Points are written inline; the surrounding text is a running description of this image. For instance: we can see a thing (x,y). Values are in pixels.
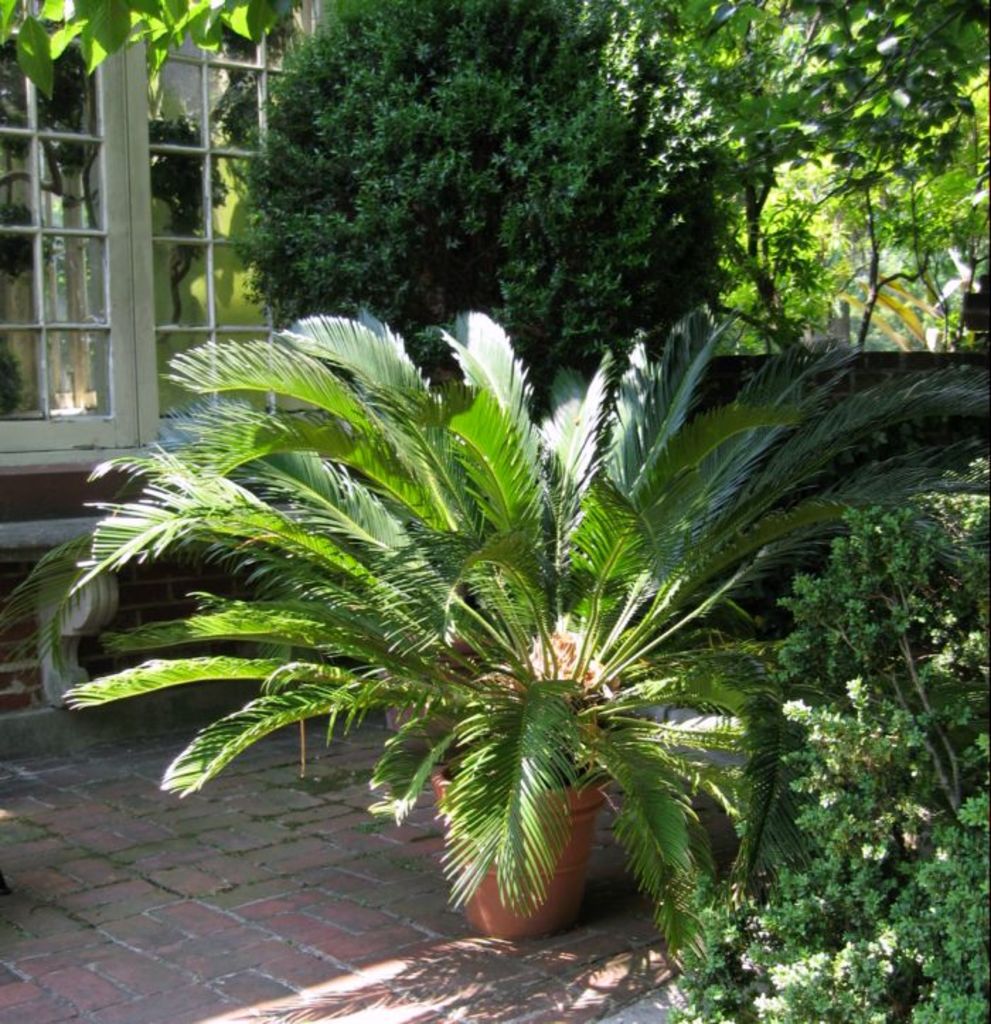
In this image I can see plants (591,755), trees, there is a wall (64,488) and there is a glass window (138,314).
